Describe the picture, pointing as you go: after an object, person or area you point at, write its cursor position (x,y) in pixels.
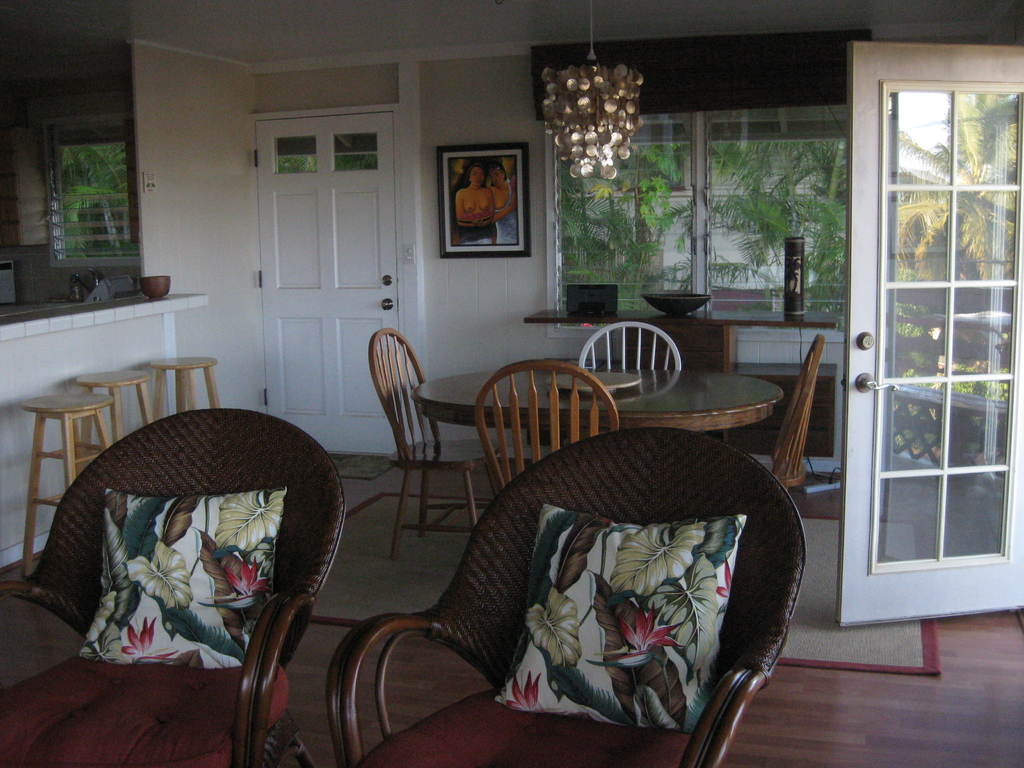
In this image I can see the chairs (507,517) and table (478,388). There are the cushions (566,538) on the chairs (339,681). In the background (497,208) I can see the frame (470,210) and windows (633,274) to the wall (499,309). Through the window (705,217) I can see the trees (732,210). I can also see some objects (688,304) on the table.
